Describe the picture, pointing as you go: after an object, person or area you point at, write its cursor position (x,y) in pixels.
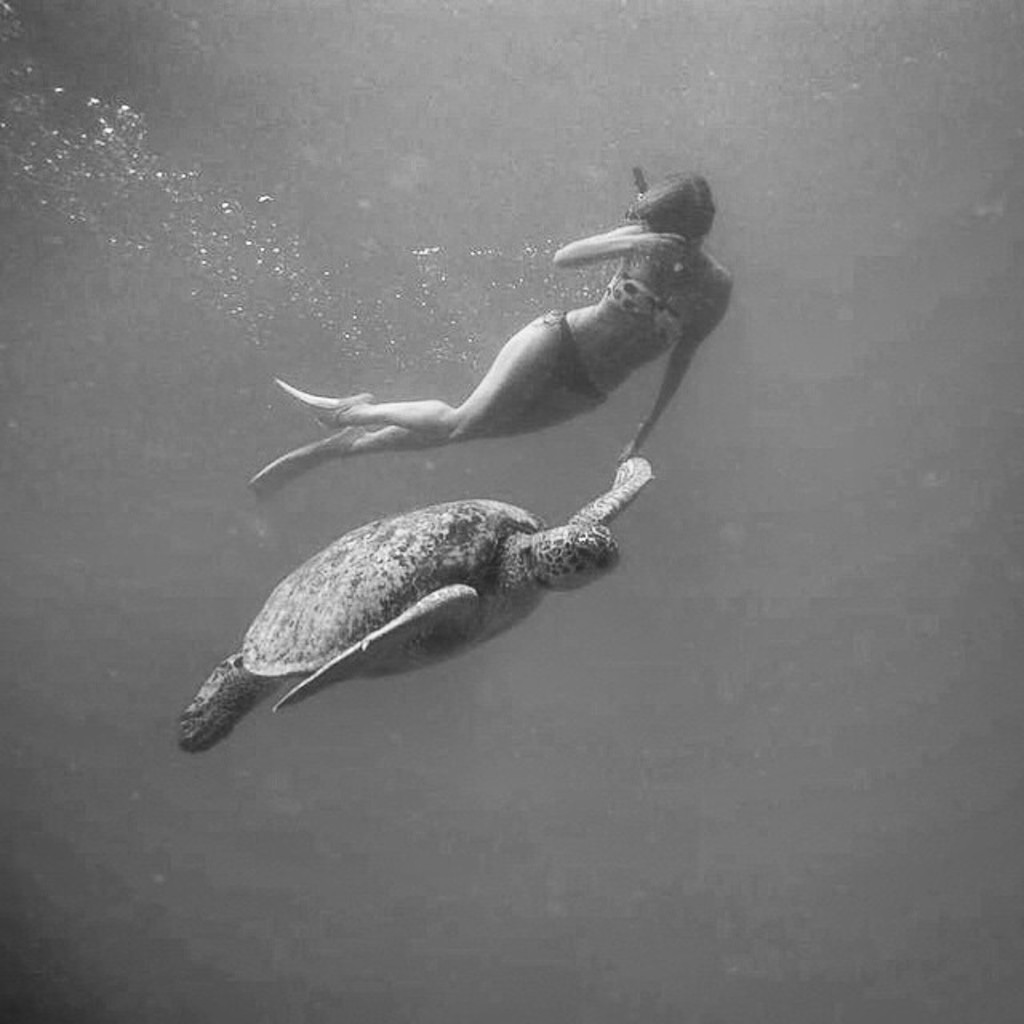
This is an black and white image. In this image we can see woman (615,375) and turtle (425,657) under the water (769,615).
